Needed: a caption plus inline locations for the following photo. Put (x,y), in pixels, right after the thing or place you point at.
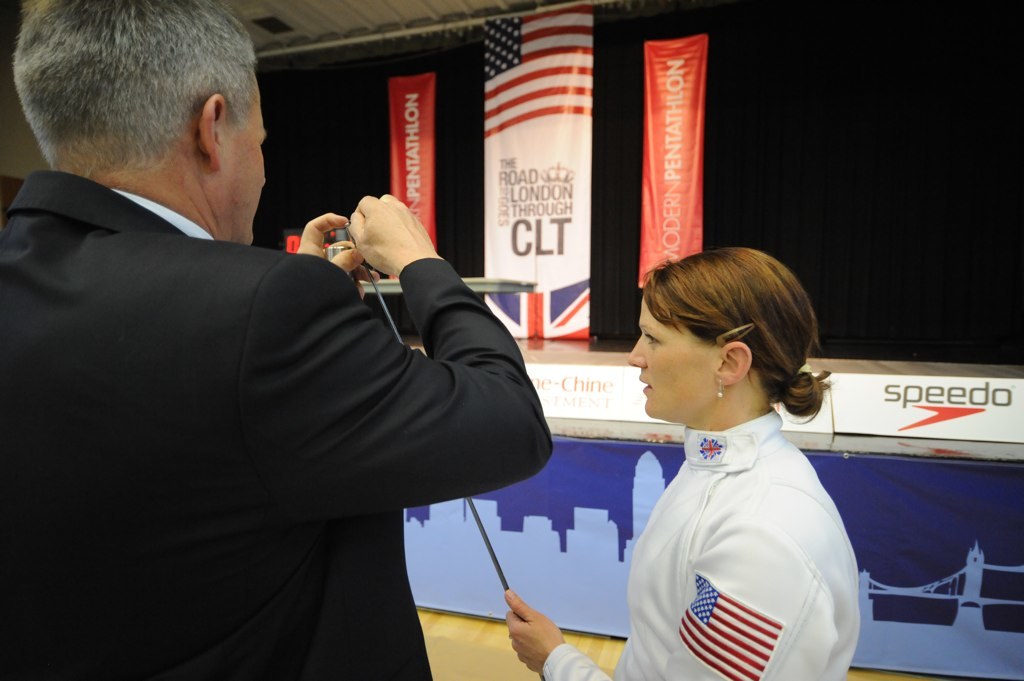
Here I can see a man (136,432) and a woman (728,396) are standing and holding a metal object (490,549) in their hands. The woman (720,513) is looking at the left side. The man (142,527) is facing towards the back side (159,425). In the background (960,434) there is a board (843,425) on which I can see some text (932,389). At the back of it there are few banners (577,171). The background (911,268) is in black color.
